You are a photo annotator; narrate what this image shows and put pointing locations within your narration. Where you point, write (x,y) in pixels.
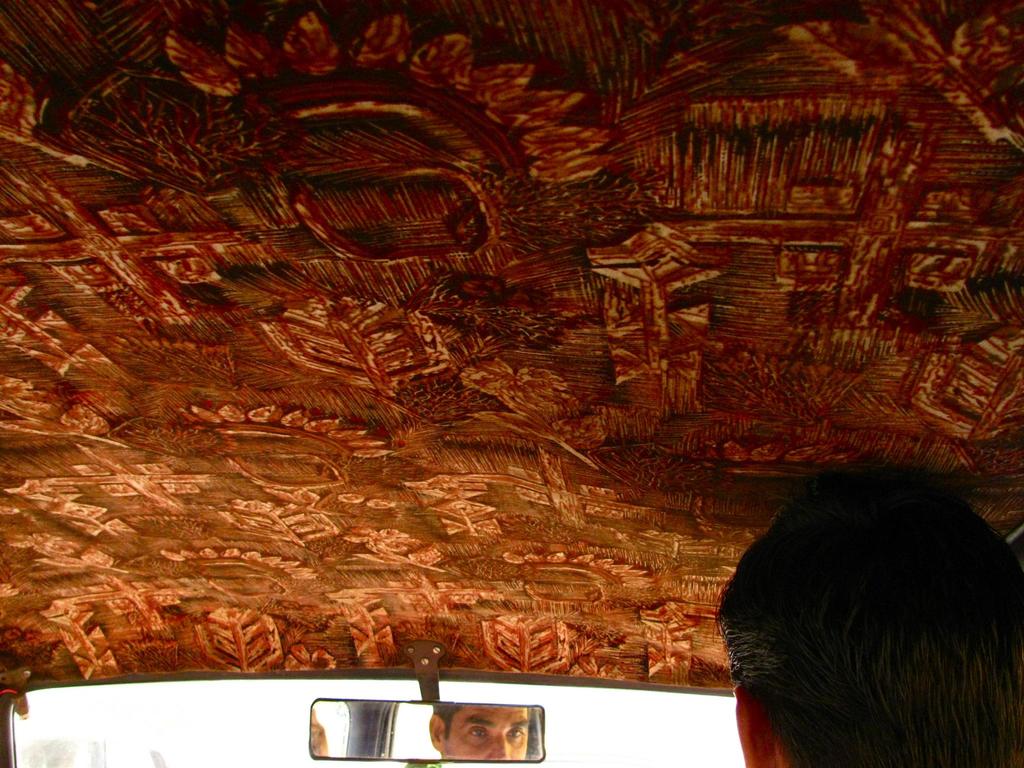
In this picture there is a man (845,560) who is sitting inside the van (708,682). At the bottom (419,760) there is a mirror (396,744).
